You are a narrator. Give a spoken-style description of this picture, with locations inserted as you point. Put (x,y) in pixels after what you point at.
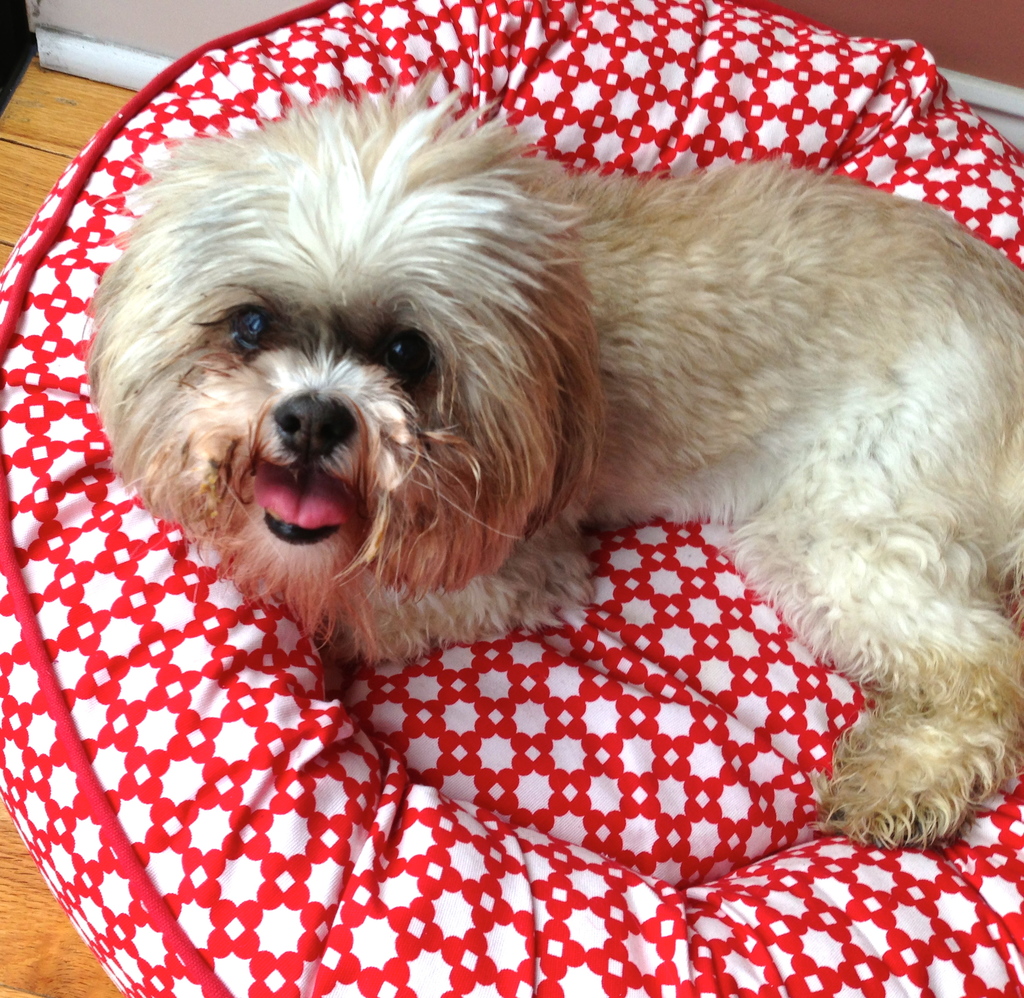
In this image we can identify a dog (407,500) on a dog bed (342,749), and the dog bed (74,924) is on the wooden floor (28,176).
